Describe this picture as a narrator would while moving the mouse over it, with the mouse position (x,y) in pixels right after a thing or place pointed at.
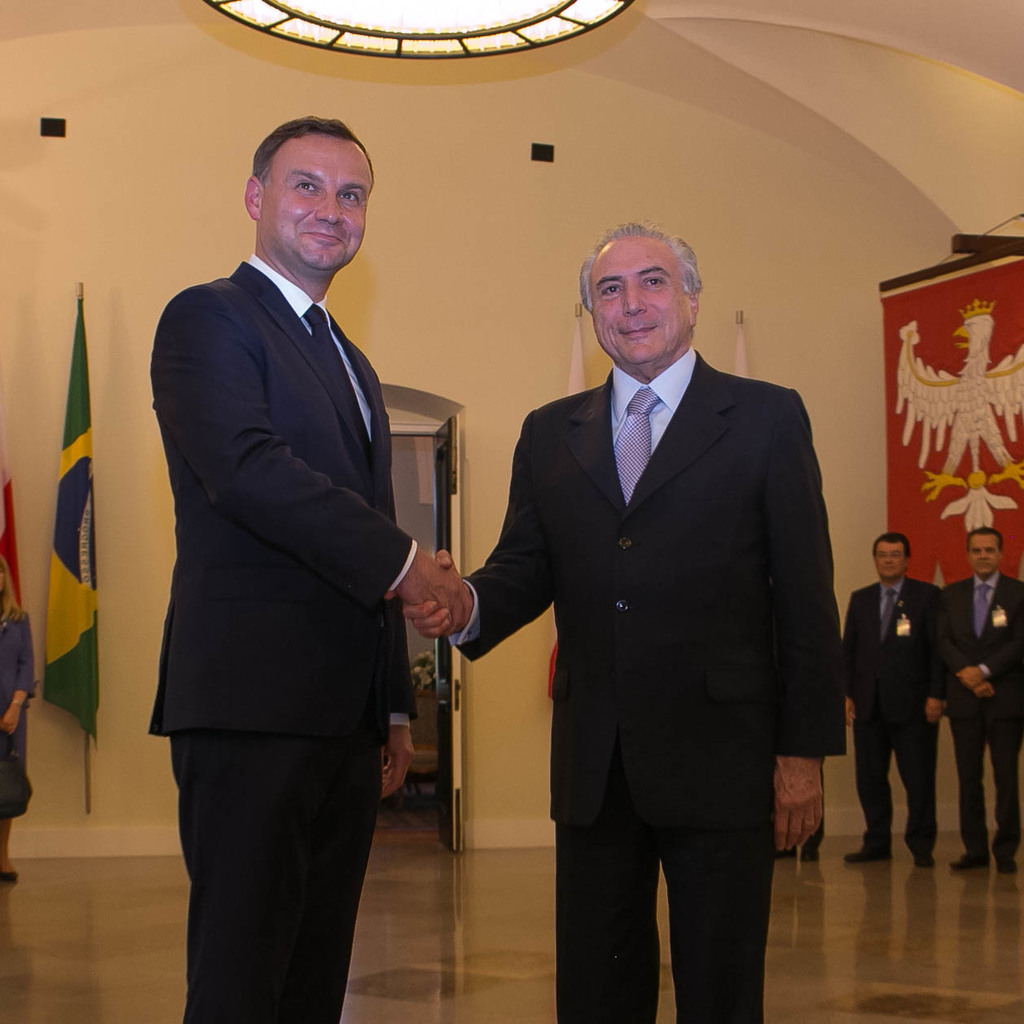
In this image we can see two men (567,694) are standing and holding their hands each other. In the background (860,625) on the right side (874,715) we can see few persons (860,625) are standing, flags (62,650), banner (974,385), doors (400,496), lights (304,20) on the ceiling (293,55) and other objects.
